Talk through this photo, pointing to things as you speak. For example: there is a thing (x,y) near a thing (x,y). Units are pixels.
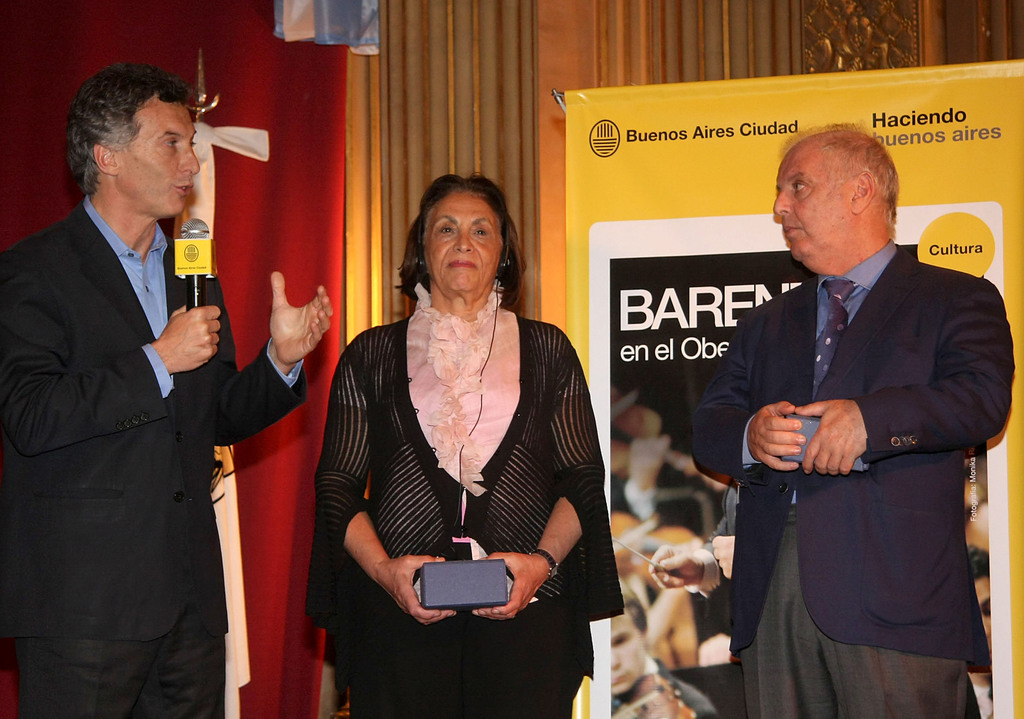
This picture shows couple of men (795,444) standing and we see a woman (389,358) Standing and holding a box (471,563) in a hand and we see a man (182,307) speaking with the help of a microphone (192,279) and we see a advertisement hoarding (996,253) on the back (987,169).
